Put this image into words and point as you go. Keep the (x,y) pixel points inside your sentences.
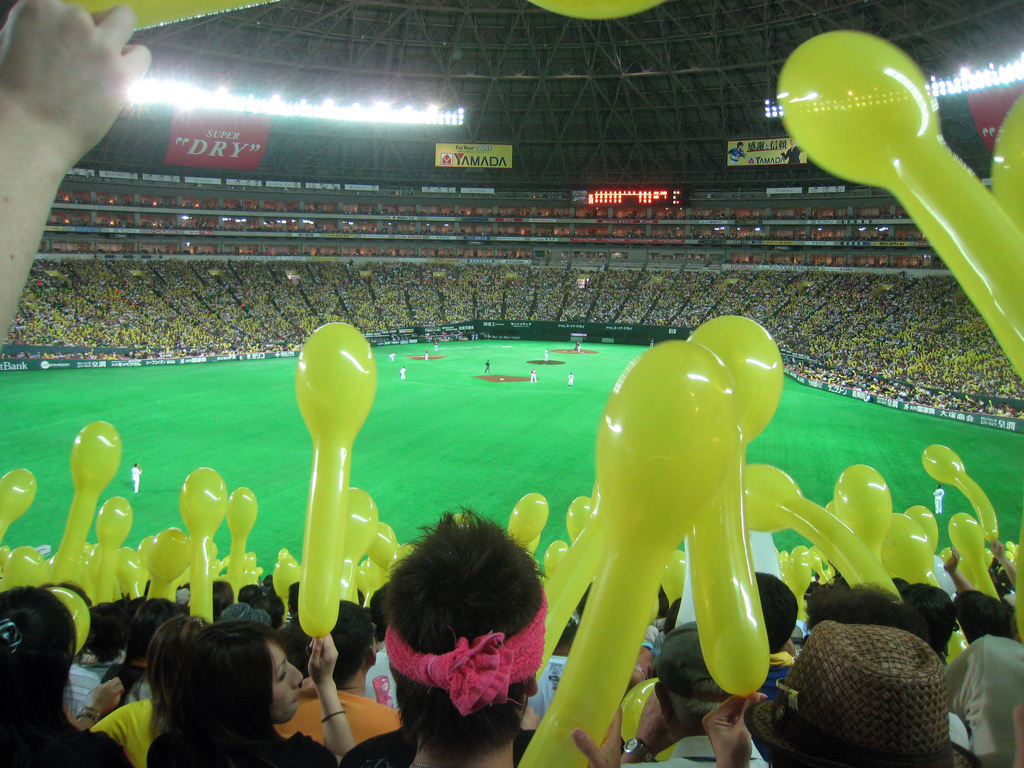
This picture describes about group of people (480,527), few people (459,527) holding balloons (671,361) and few people (392,354) playing game in the ground (431,442), in the background (399,192) we can see few lights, hoardings (218,164) and metal rods (608,106).
